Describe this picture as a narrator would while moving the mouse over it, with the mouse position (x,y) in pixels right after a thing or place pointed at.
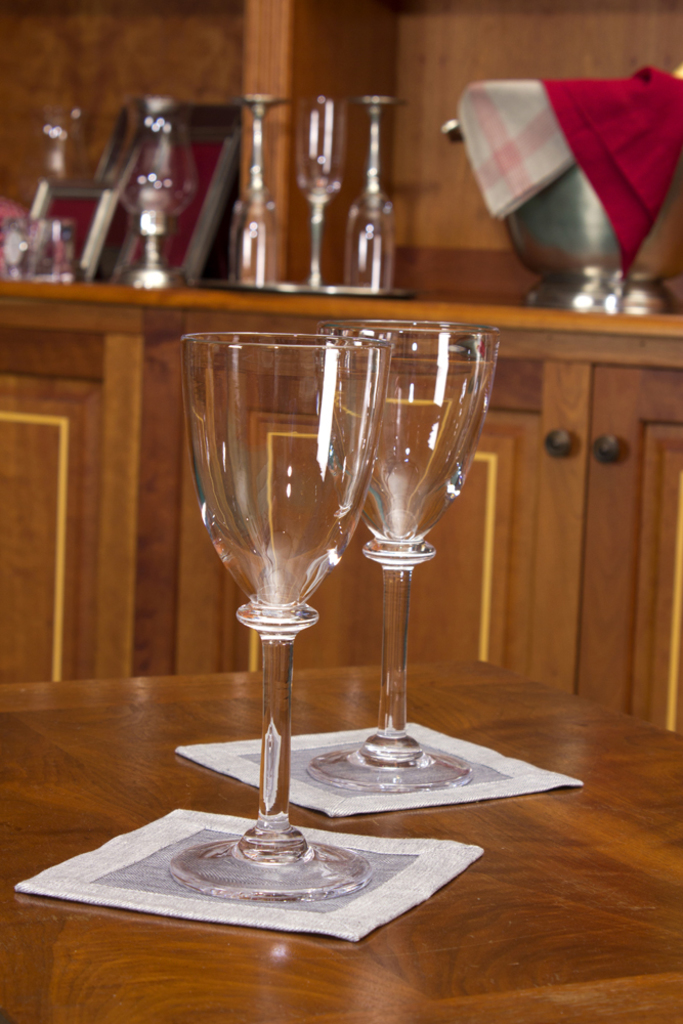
There are two glasses (353,487) placed on a white object (427,747) which is on the table (433,913) and there are few other objects (375,185) in the background (152,142).
